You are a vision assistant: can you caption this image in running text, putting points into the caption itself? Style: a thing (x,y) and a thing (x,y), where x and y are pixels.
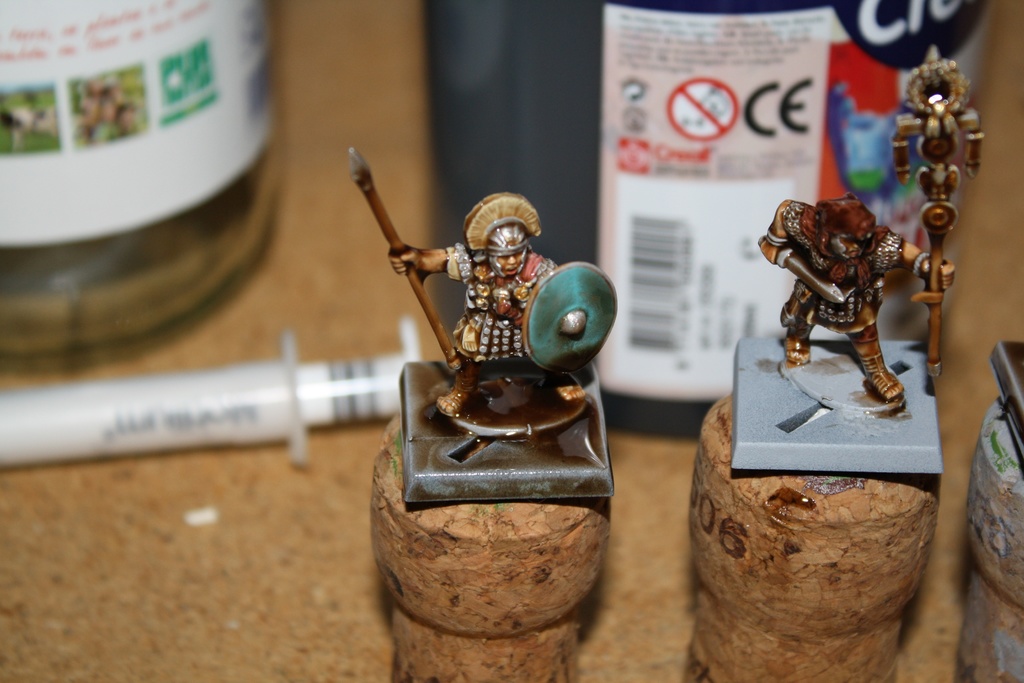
In the foreground of this picture (543,378), we see two toys (863,287) holding shield (558,313) and a spear (421,279) in their hands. In the background (180,77), we see two bottles (180,77) and a syringe (198,402) on the ground (250,480).
